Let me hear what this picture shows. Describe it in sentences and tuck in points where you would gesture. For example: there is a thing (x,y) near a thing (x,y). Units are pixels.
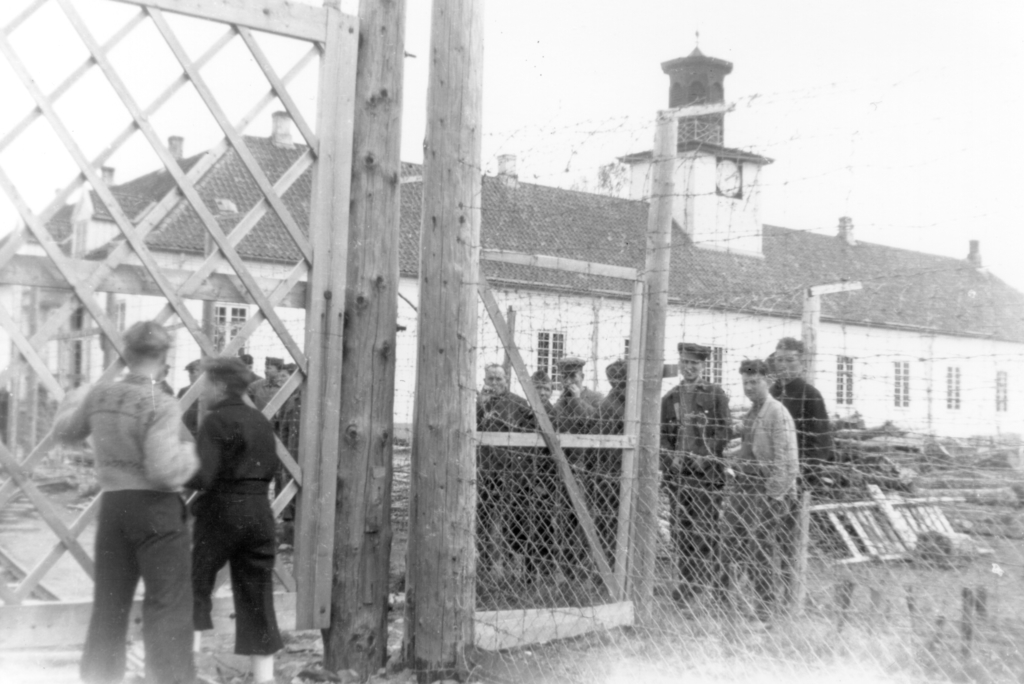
In this image I can see people (487,382), fence (579,477), a building (609,285) and the sky (650,120). This picture is black and white in color.
